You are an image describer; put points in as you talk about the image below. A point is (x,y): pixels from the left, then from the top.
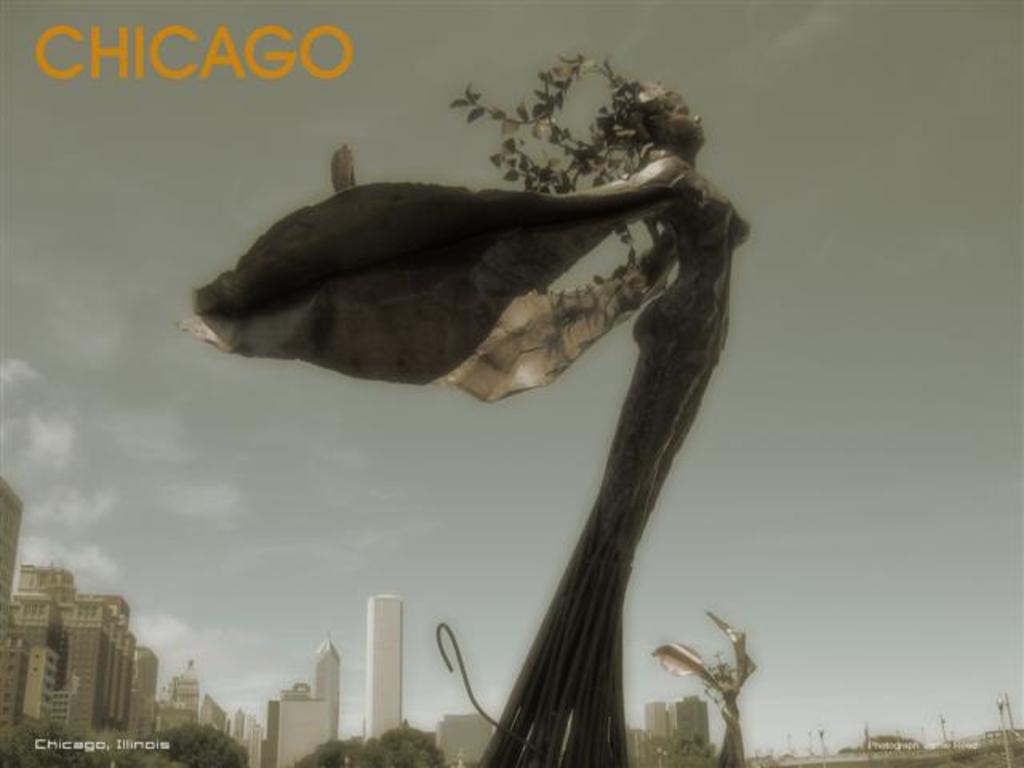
In the image there are two giant sculptures (611,671) and around the sculptures (533,730) there are many buildings (77,642) and trees (365,746). There is some text (41,42) on the top left corner of the image (39,60).
